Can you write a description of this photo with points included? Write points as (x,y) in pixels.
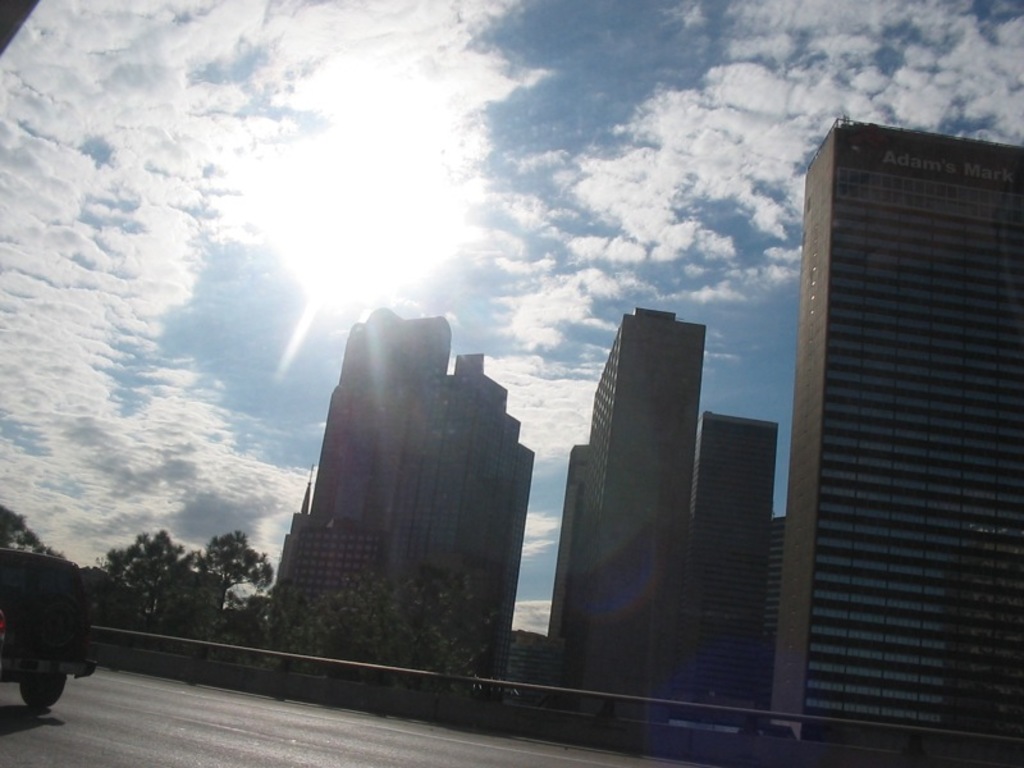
In the picture we can see a road (126,724) on it, we can see a part of the vehicle (1,580) and far away from it, we can see railing (95,647) and behind it, we can see trees (401,648) and tower buildings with many floors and behind it we can see a sky (363,279) with clouds (139,274) and sunshine (362,168).
